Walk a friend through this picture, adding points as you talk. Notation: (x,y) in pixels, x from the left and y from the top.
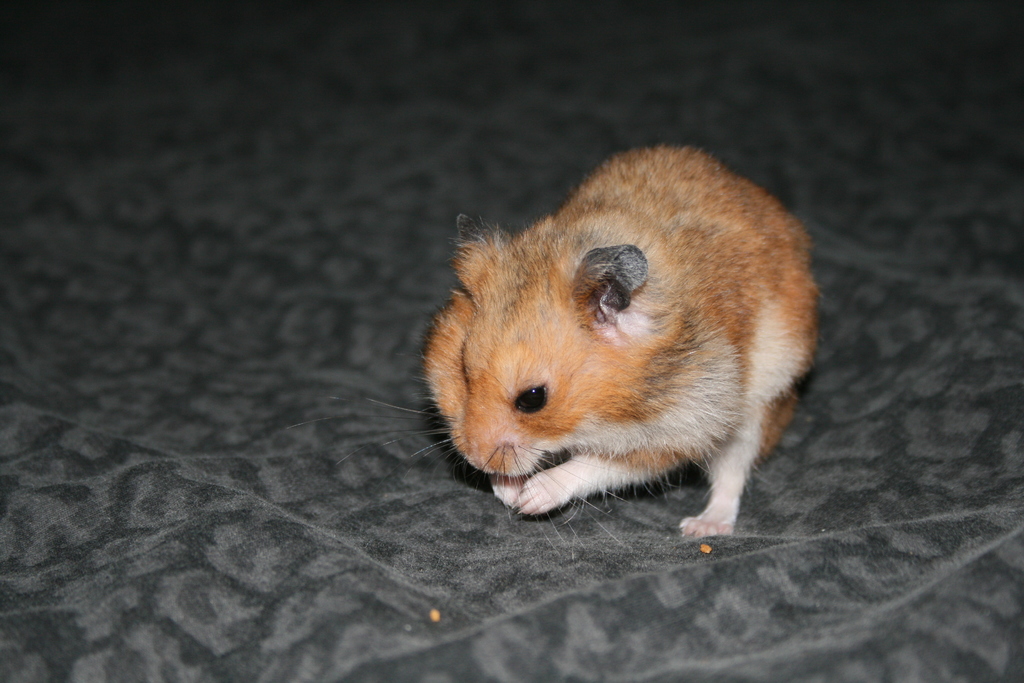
Here in this picture we can see a hamster (629,201) present on the floor (549,178).
